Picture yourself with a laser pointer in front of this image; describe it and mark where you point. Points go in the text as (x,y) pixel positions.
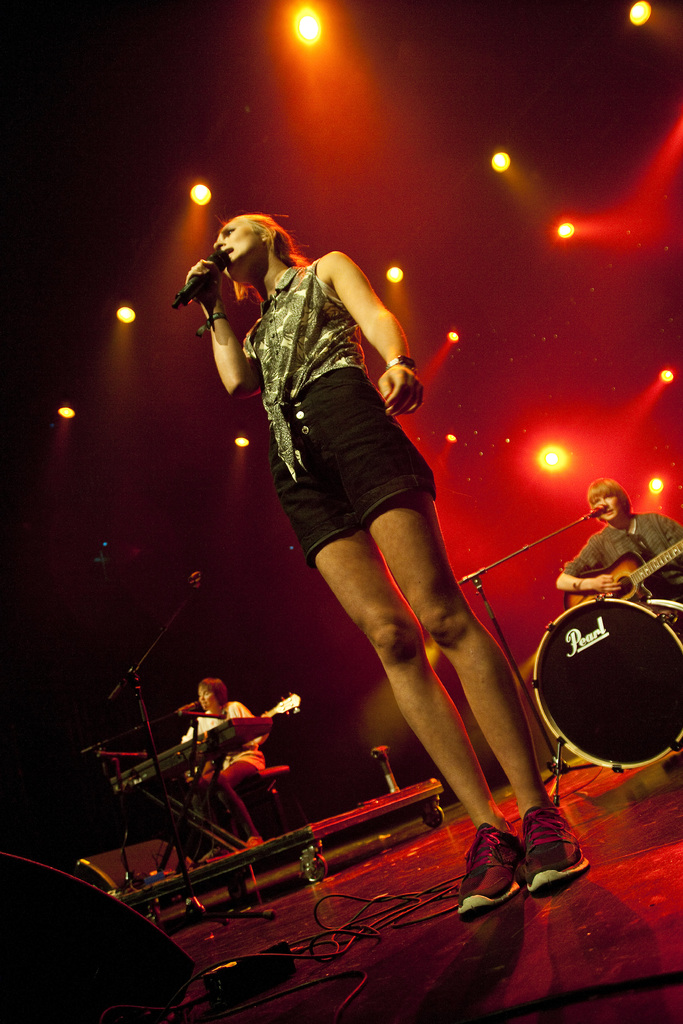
This Picture describe about a girl (437,752) who is performing a song on the stage (589,872), Center A girls (422,549) standing and singing a song, wearing grey top (327,360), black shorts (368,483) and red shoe (474,854). Behind we can see man (656,544) wearing grey t-shirt (611,532) and playing guitar (631,597). On the left side (205,798) we can see a person (239,766) wearing white top (243,715) playing piano (170,764). On the bottom of floor (301,965) we can see extension box (208,979), cables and on the top ceiling (186,104) we can see spots lights (305,29).
